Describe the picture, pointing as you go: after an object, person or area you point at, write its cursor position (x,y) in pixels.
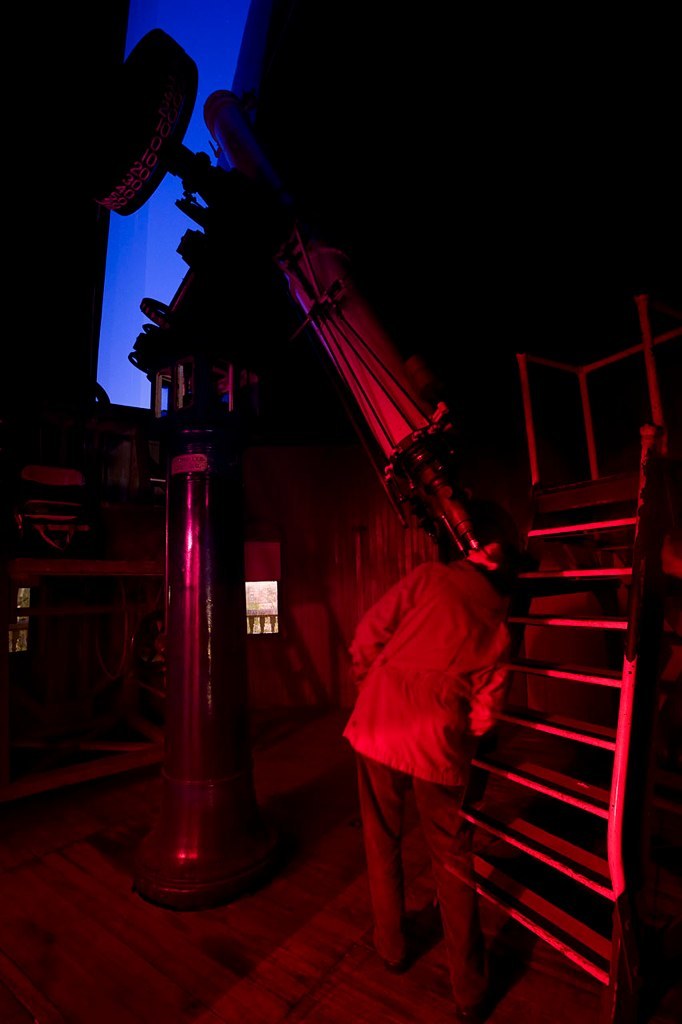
This picture is taken the dark where we can see a person (401,685) wearing jacket (370,734) is standing near a machine (390,433). Here we can see stand (191,666), we can see red color light (390,750), some objects (143,746) and the blue color sky (129,331) in the background (120,226).
